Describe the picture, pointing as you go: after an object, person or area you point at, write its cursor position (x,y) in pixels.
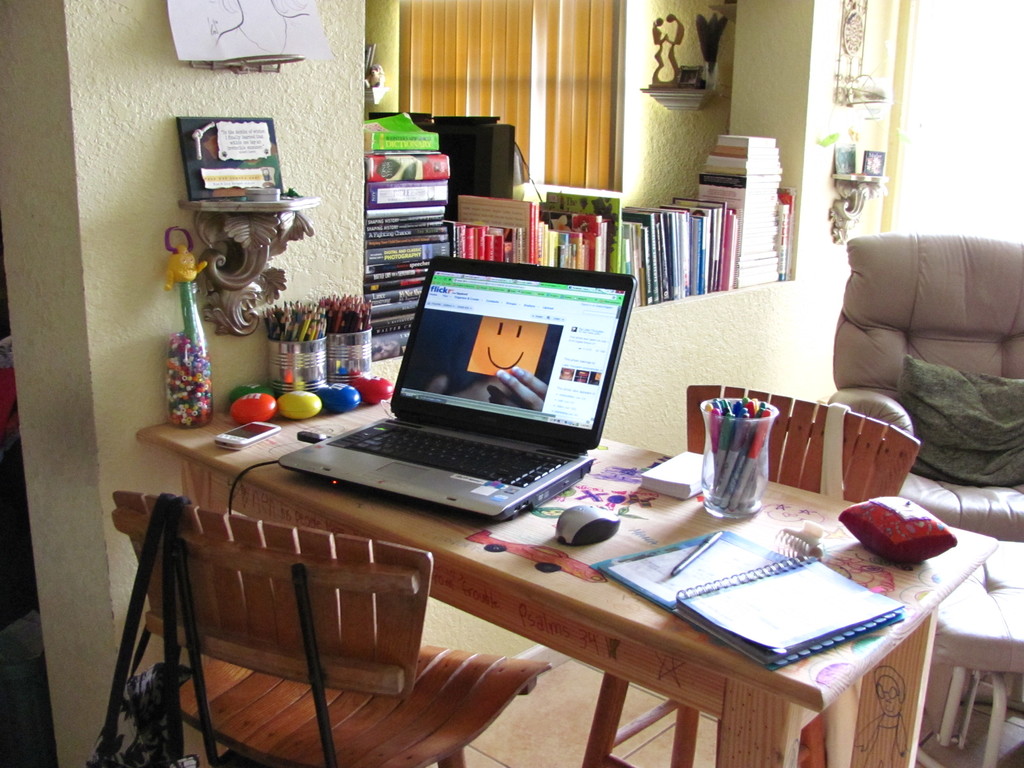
Here is a table (243,497) on which we can find laptop (530,330) and mouse (608,515), book (780,554), pen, plucker (817,531), a small pillow (912,506) and a glass (744,423) filled with pens (737,411), mobile phone (234,436) and also color pencils (350,320). Here are two chairs (789,478), one on opposite of each. A bag (167,689) is hanged to this chair (204,517). Beside this table (152,443), we find wall (93,208) which is light yellow in color. Beside this wall (330,186), we find many books (611,198) or a bunch of books (711,217) placed on wall (659,163). Next to it, we find a sofa chair (983,350) and a pillow (978,387) which is dark green in color.
